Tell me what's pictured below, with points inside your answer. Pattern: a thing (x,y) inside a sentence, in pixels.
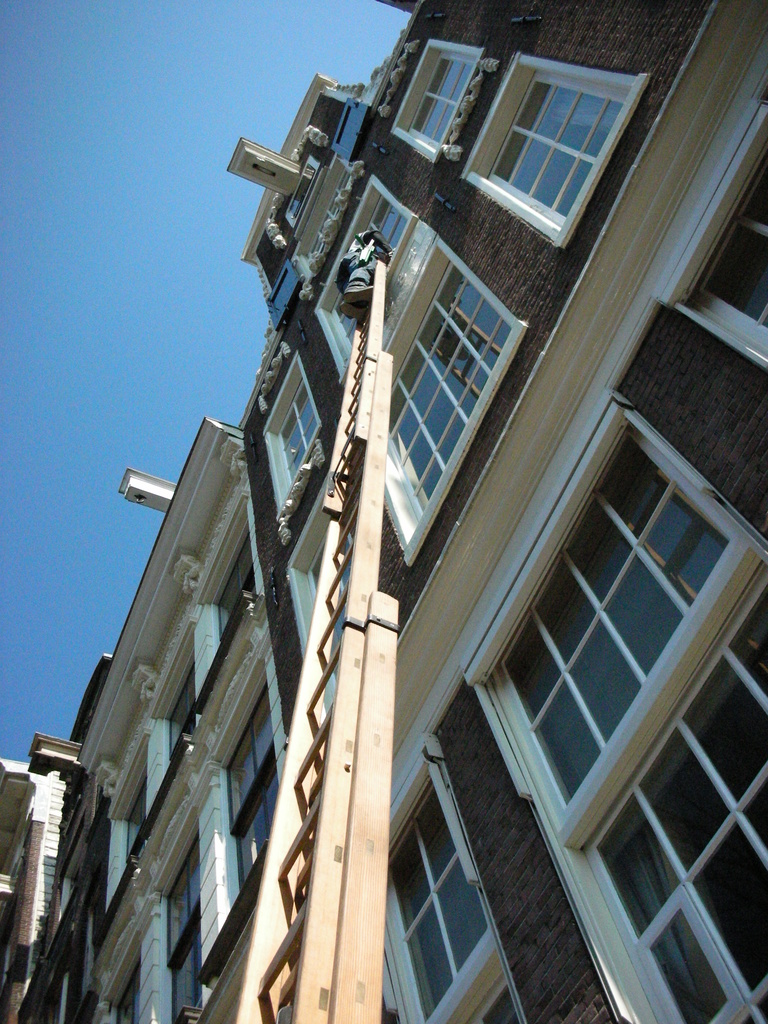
In this image there is a building (388,531). There are glass windows (613,644) to the walls (228,720) of the building (232,704). In front of the building (464,477) there is a ladder (314,824). There is a person (358,269) standing on the ladder (295,916). To the left (97,236) there is the sky (97,236).
